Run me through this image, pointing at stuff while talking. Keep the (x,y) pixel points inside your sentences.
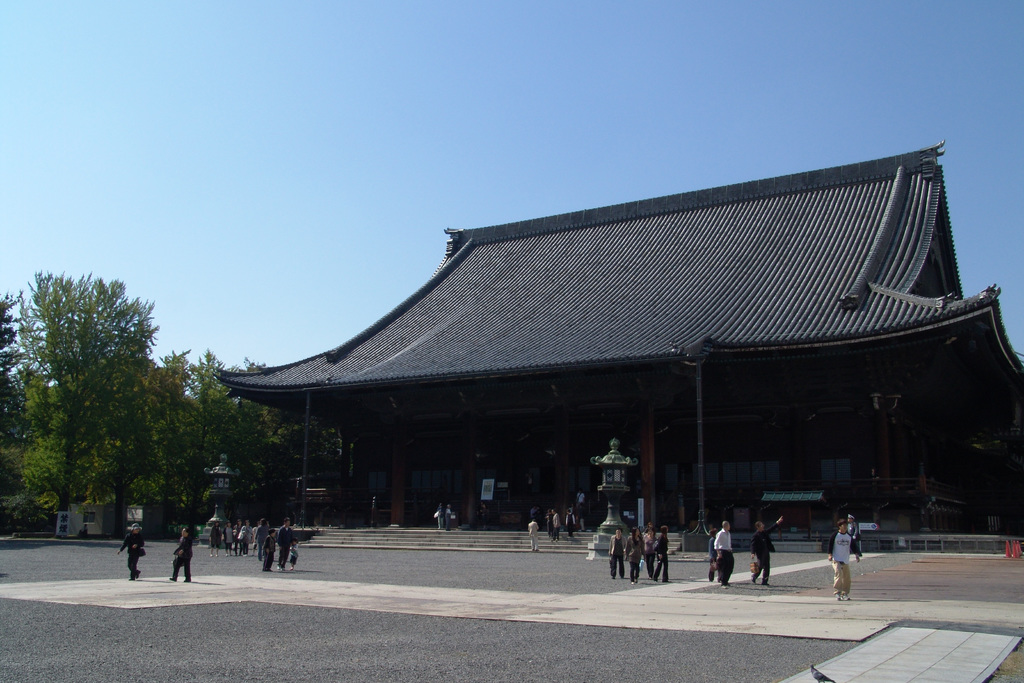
In this image we can see a building (794,462) and in front of the building (578,526) one pole (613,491) is there. And people (182,541) are walking on the road (397,640). Left side of the image (145,465) trees (150,438) are present. The sky (231,128) is in blue color.
